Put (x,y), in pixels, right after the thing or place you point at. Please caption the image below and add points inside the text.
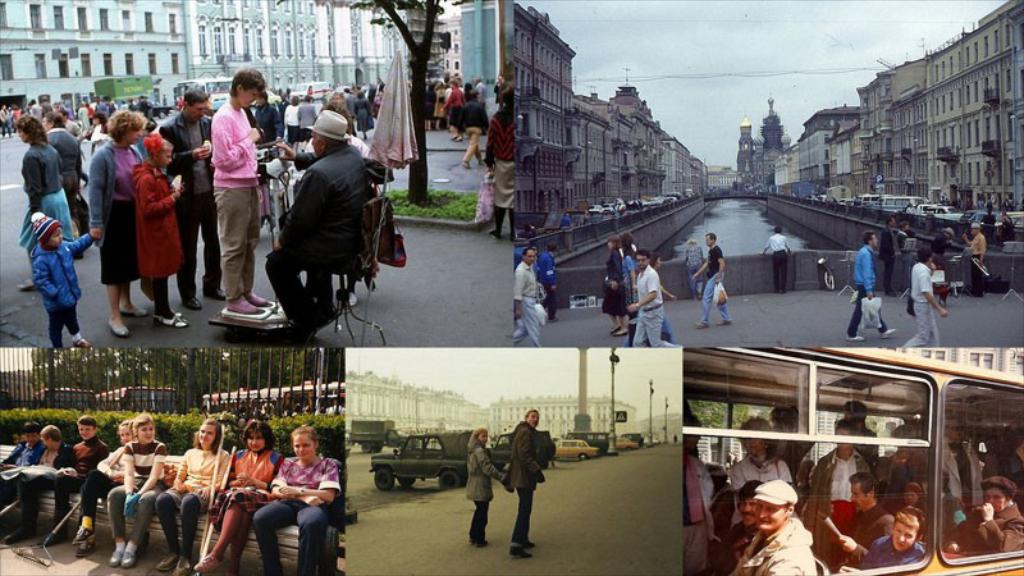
This is a collage picture, in this picture we can see a group of people (707,506), some people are sitting on a bench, here we can see vehicles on the road (413,545) and water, fence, trees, poles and in the background (956,130) we can see buildings (959,145), sky (786,115).
